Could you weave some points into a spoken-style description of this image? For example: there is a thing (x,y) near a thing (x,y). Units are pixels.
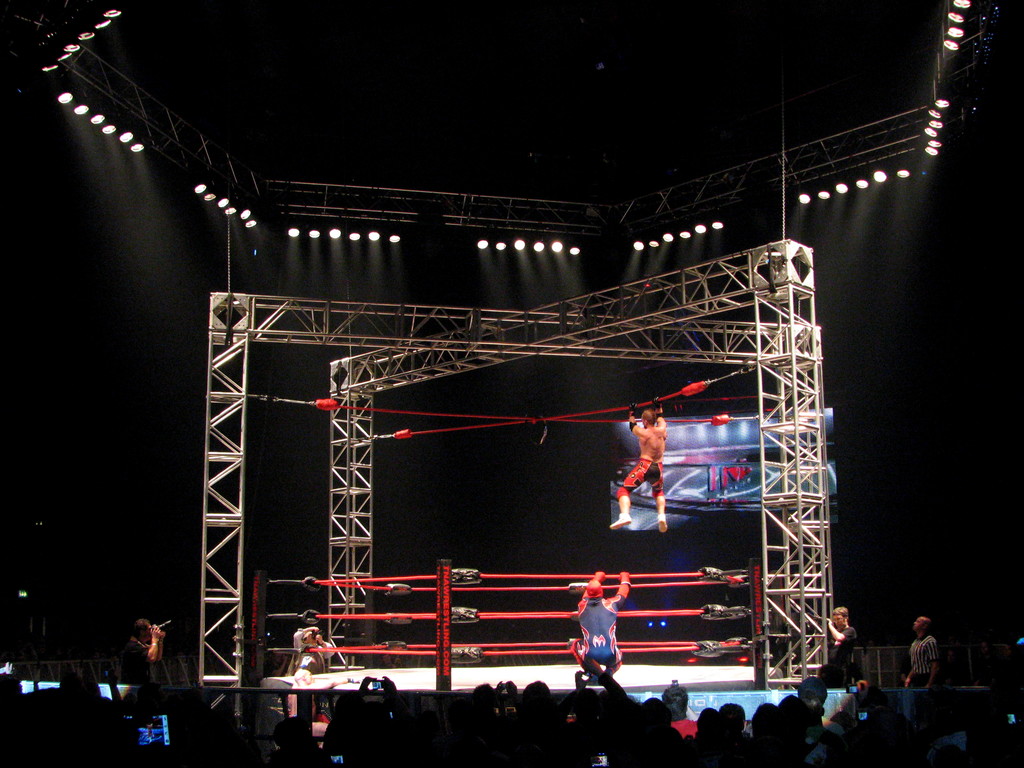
In this image at the bottom (348,743) the image is dark but we can see few persons (398,756) and objects (811,643). There is a person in squat position on the stage (619,678) at the ropes (568,576) and there is another person (652,446) in the air and holding the rope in the hands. At the top (532,247) we can see lights (67,96) on the rods (350,203). In the background (144,218) the image is dark.
